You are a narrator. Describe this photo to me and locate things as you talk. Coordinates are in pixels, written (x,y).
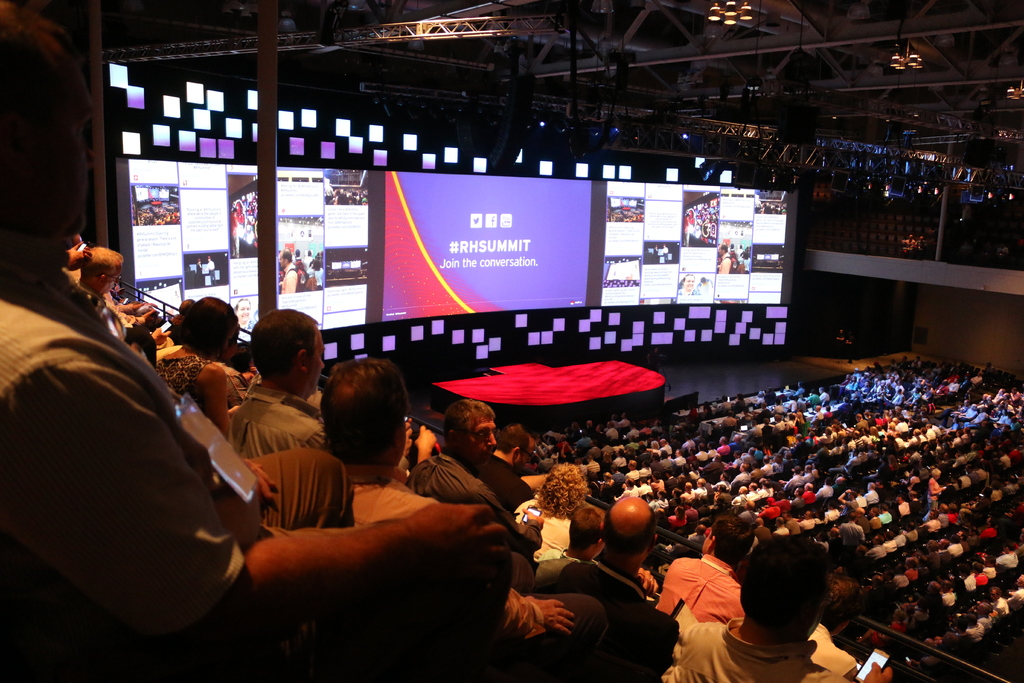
People (769,508) are sitting in an auditorium (936,399). There is a red stage (584,382) and screens (720,257).
